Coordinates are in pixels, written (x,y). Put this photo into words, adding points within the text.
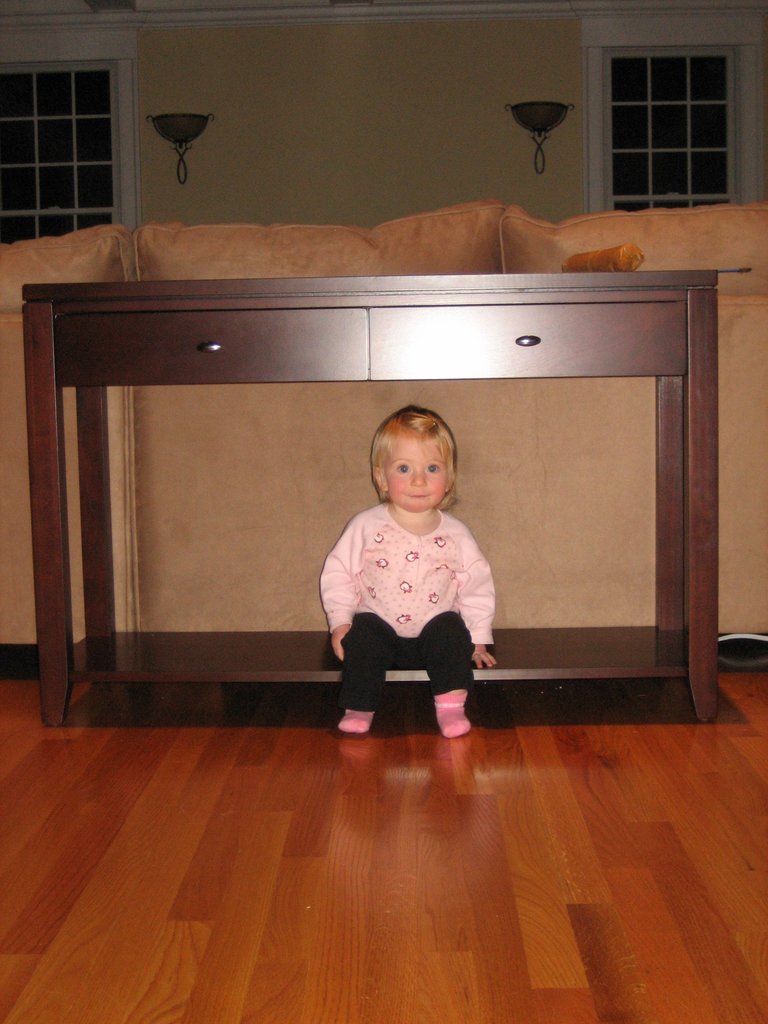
In the picture I can see one girl (328,621) is sitting under the table (252,638) which is placed on the floor (462,741), behind we can see wall (282,90) to which there is a windows (631,165).
